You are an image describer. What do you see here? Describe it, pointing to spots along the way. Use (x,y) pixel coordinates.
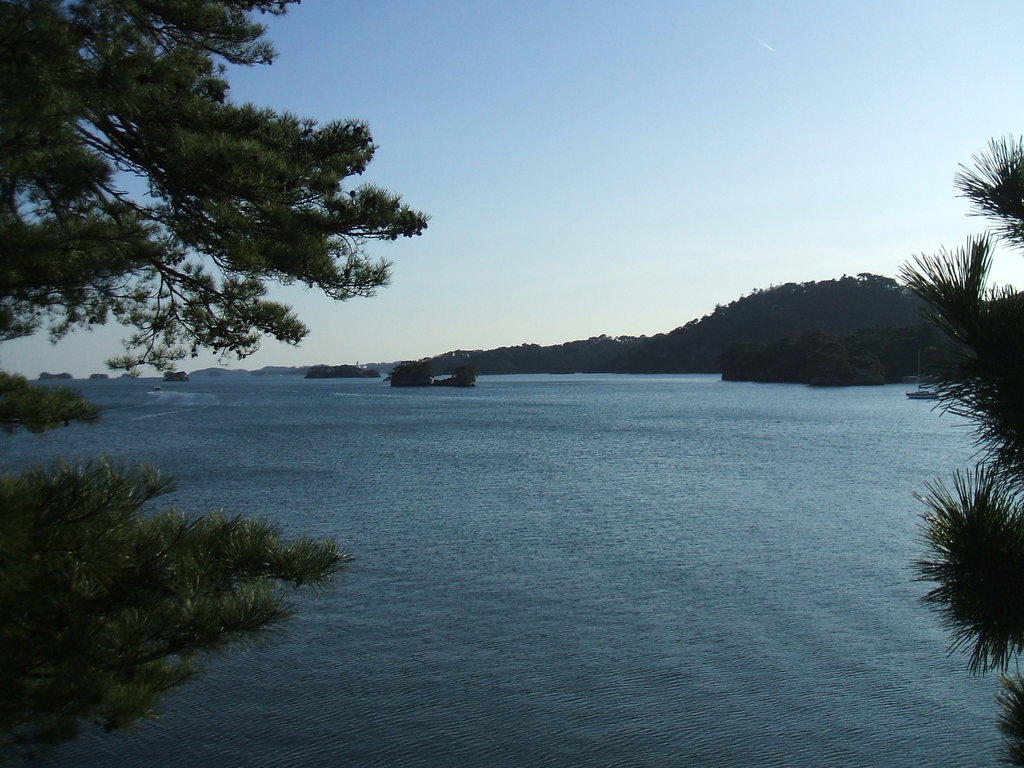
In this picture we can see water (558,554), few trees (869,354) and hills (838,367).
